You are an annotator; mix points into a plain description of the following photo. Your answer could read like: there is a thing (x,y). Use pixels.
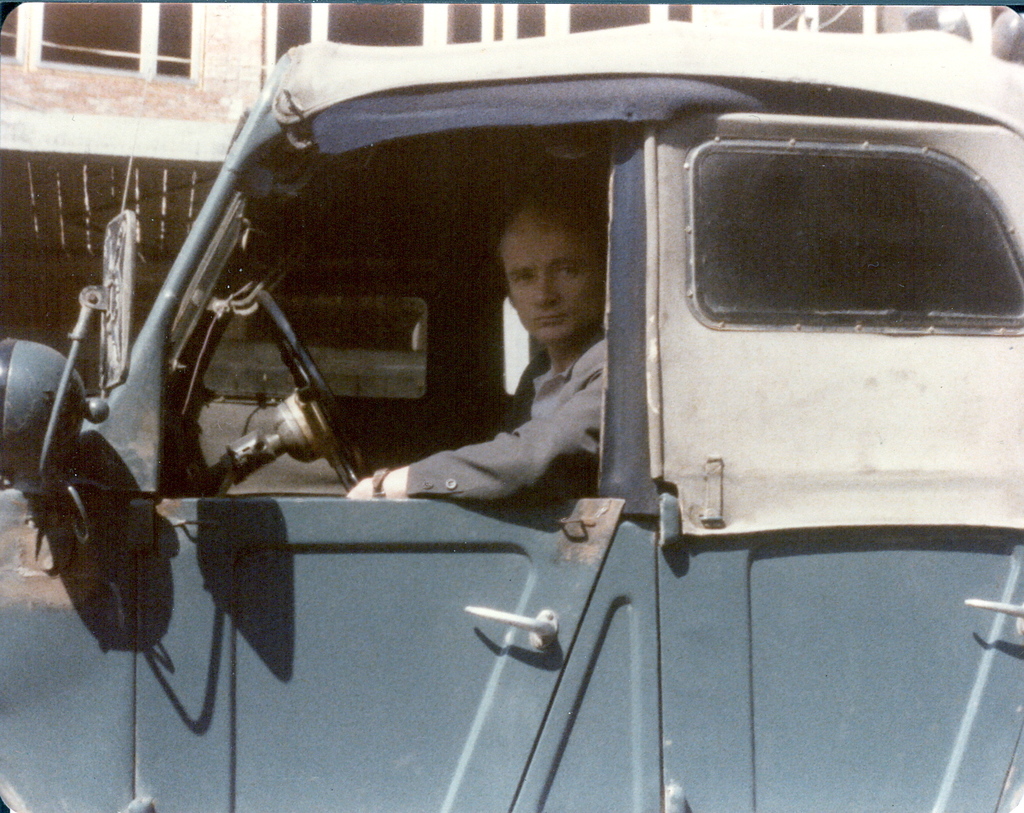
In the picture we can see a man (591,365) in the car (720,417). The car (720,417) is blue in colour in the back side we can see a white. In the background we can see a building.
